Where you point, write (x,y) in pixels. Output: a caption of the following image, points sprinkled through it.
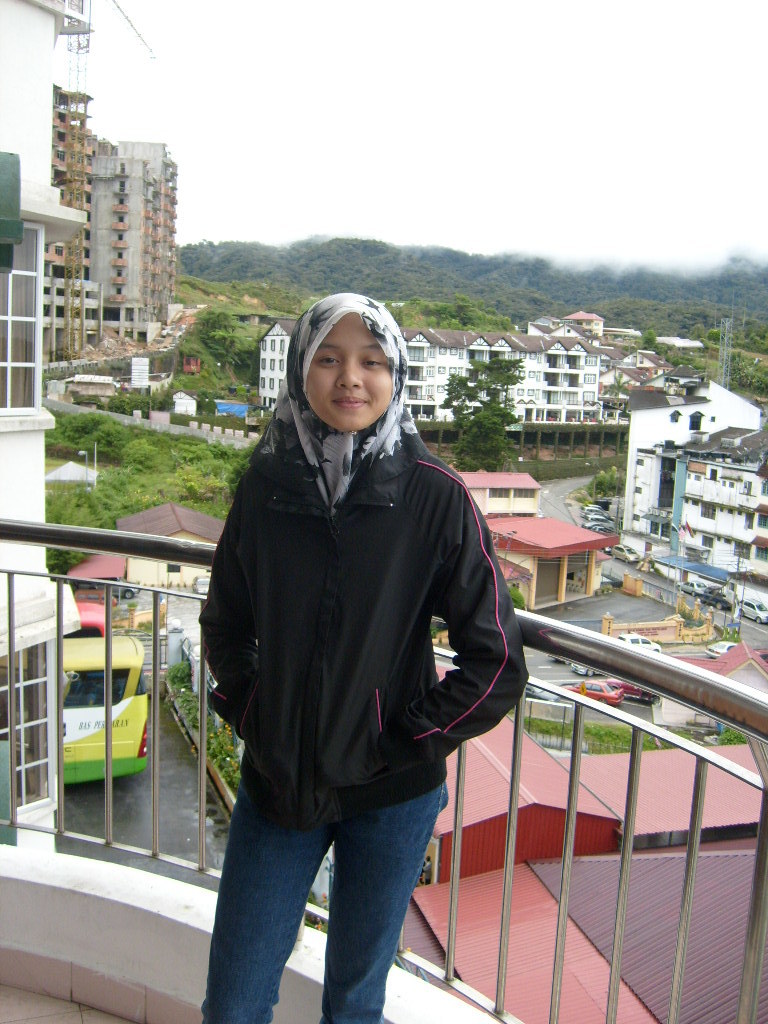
In this image we can see a girl (374,590) is standing on the floor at the fence (140,589) and there is a cloth (301,343) tied to her head (331,381). In the background (194,315) we can see buildings (30,229), houses (274,372), windows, poles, trees (50,555), roofs (532,549), vehicles (596,693) on the road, fog (586,260) and sky (394,118).
